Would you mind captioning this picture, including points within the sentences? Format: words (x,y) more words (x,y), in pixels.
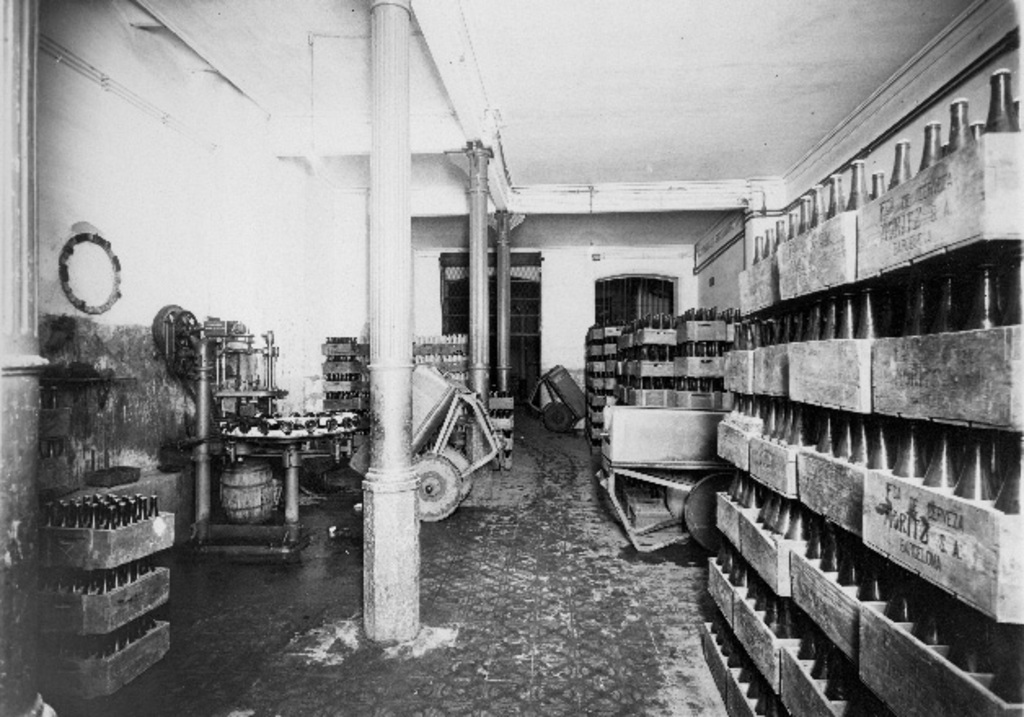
This is a black and white image. In this image we can see a group of bottles (880,447) placed in the boxes (909,500) which are kept one on the other. We can also see a barrel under a table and some trolleys (691,507) on the floor (624,553). We can also see a decor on a wall (269,295), the windows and a roof (638,79).
